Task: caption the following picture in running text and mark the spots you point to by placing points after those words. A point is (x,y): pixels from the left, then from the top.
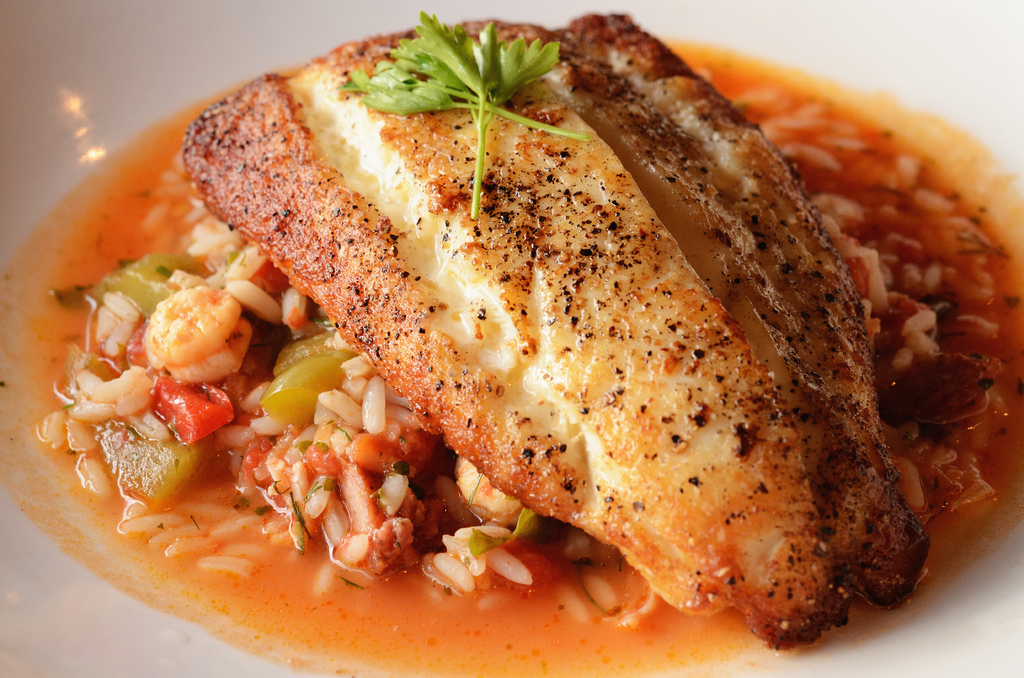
In this picture we can see fried fish (773,267), rice (339,522), tomato pieces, soup (105,490) and other food item (289,429) in a white plate (966,577).
